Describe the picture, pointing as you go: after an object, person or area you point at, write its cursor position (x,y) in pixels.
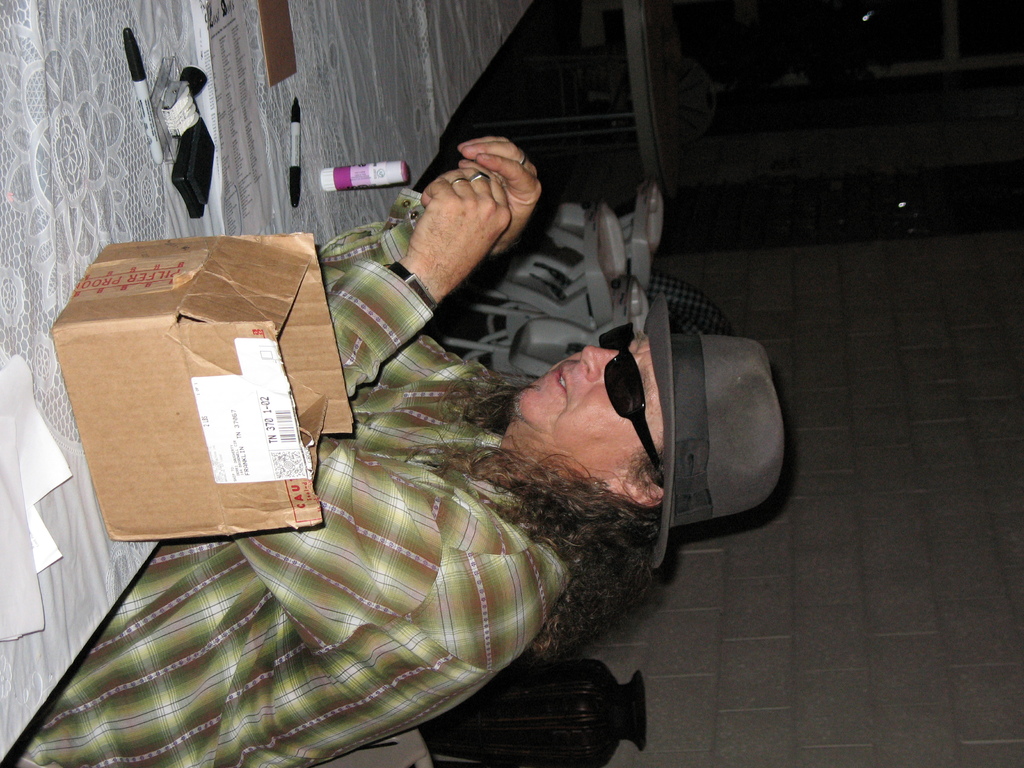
In this image we can see a person (391,431) sitting and wearing a hat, there are tables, on the table (275,129), we can see the pens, papers (35,486), cardboard box (92,413) and some other objects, also we can see the wall (848,261).
